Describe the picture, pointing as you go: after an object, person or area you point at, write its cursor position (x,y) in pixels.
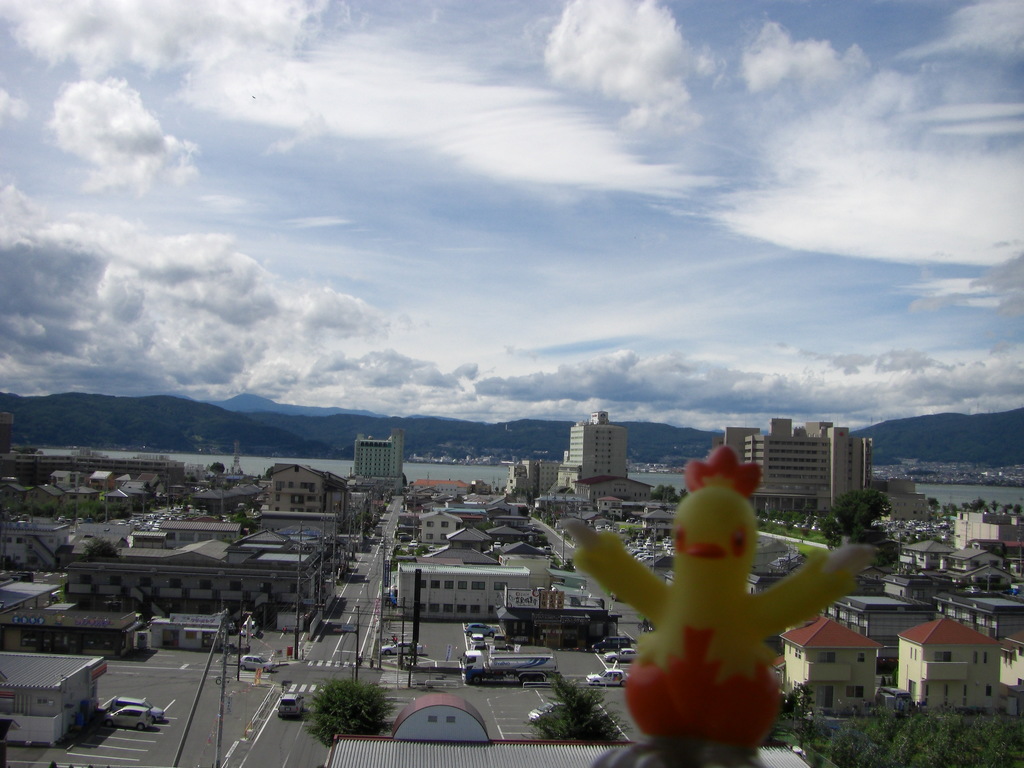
This picture is clicked outside. On the right (722,636) we can see the toy (685,504) and in the background (357,229) we can see the sky (426,276) with the clouds (519,349) and we can see the buildings (402,575), houses (637,505), vehicles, metal rods (222,667) and trees (935,744) and many other objects (364,651).
